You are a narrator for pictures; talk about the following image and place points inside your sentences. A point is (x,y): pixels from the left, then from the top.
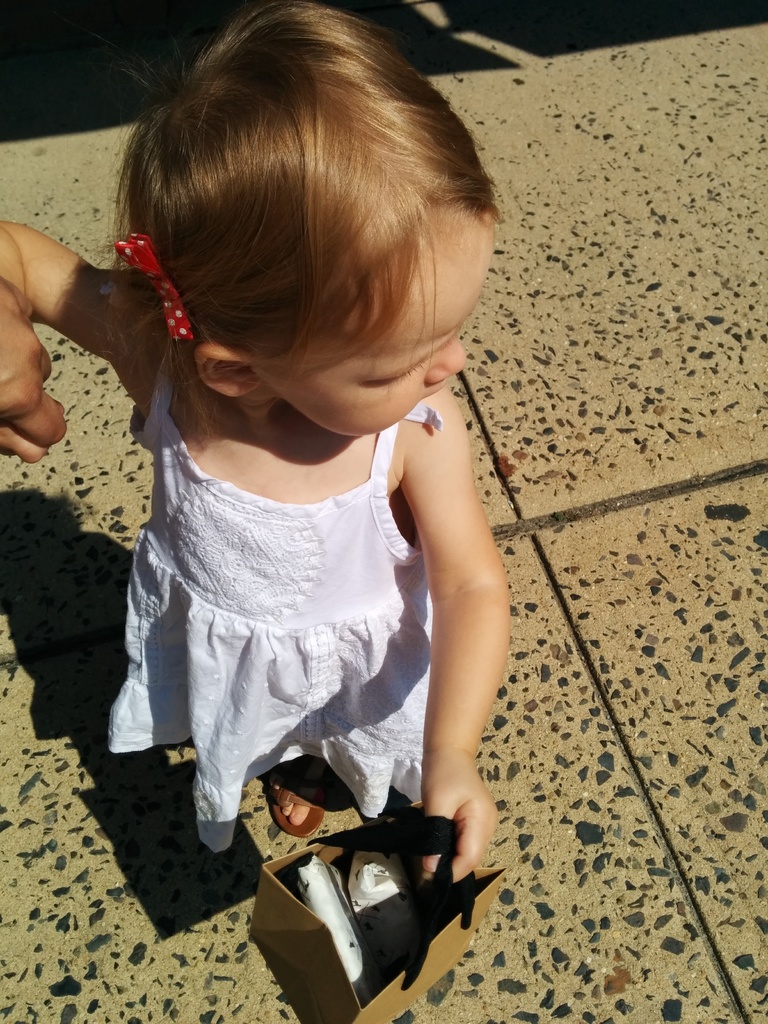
In the center of the image (413,634) there is a girl (319,799) holding a bag (474,927). At the bottom of the image (550,850) there is floor (114,898).
